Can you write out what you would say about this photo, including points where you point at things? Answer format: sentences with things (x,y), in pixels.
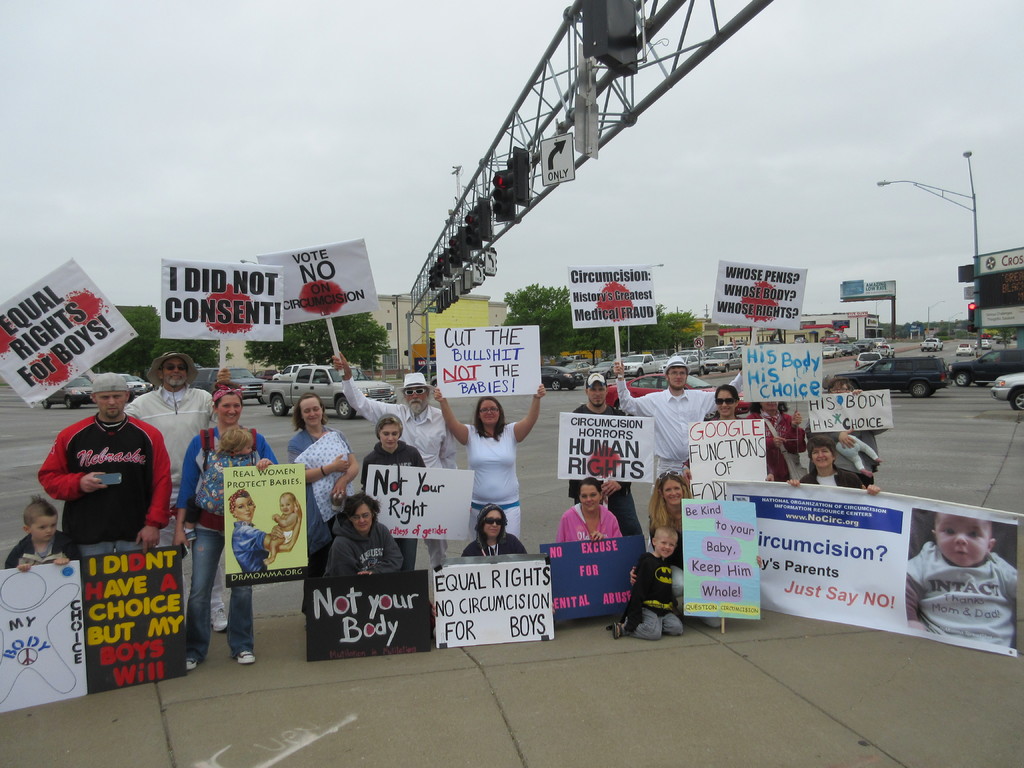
In this image, we can see some people (859,473) holding the posters (630,435), we can see banners (1004,585), there are some cars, we can see some signal lights (503,183), there are some trees (939,326), at the top (123,81) we can see the sky (173,96).
